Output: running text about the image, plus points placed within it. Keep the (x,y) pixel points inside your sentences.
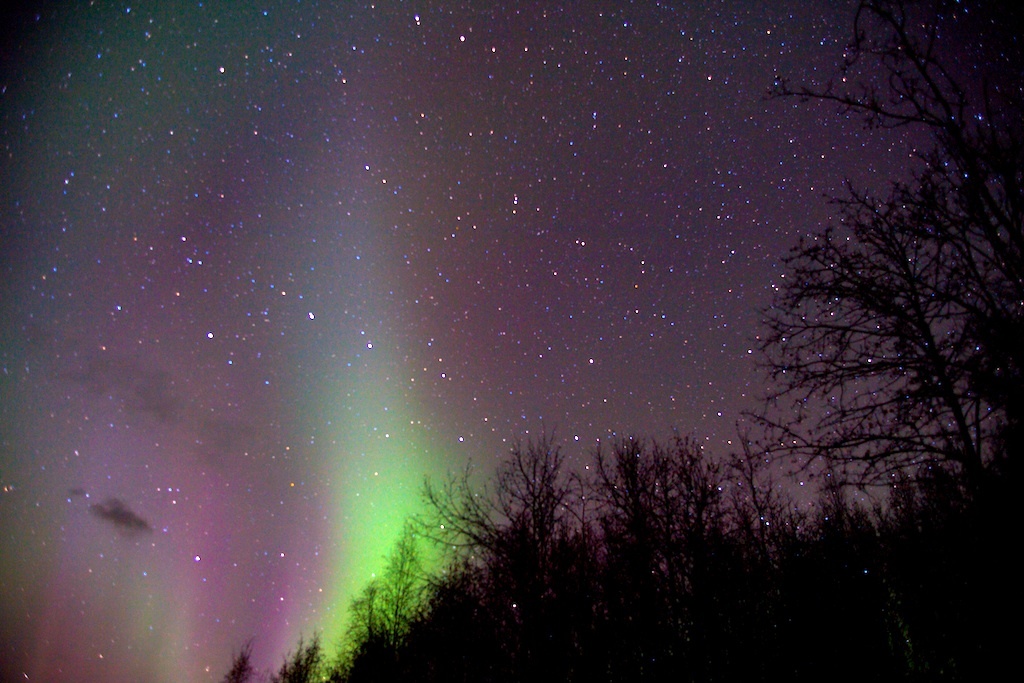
In this image we can see a group of trees (918,537). There are stars (350,396) in the sky (405,361).
